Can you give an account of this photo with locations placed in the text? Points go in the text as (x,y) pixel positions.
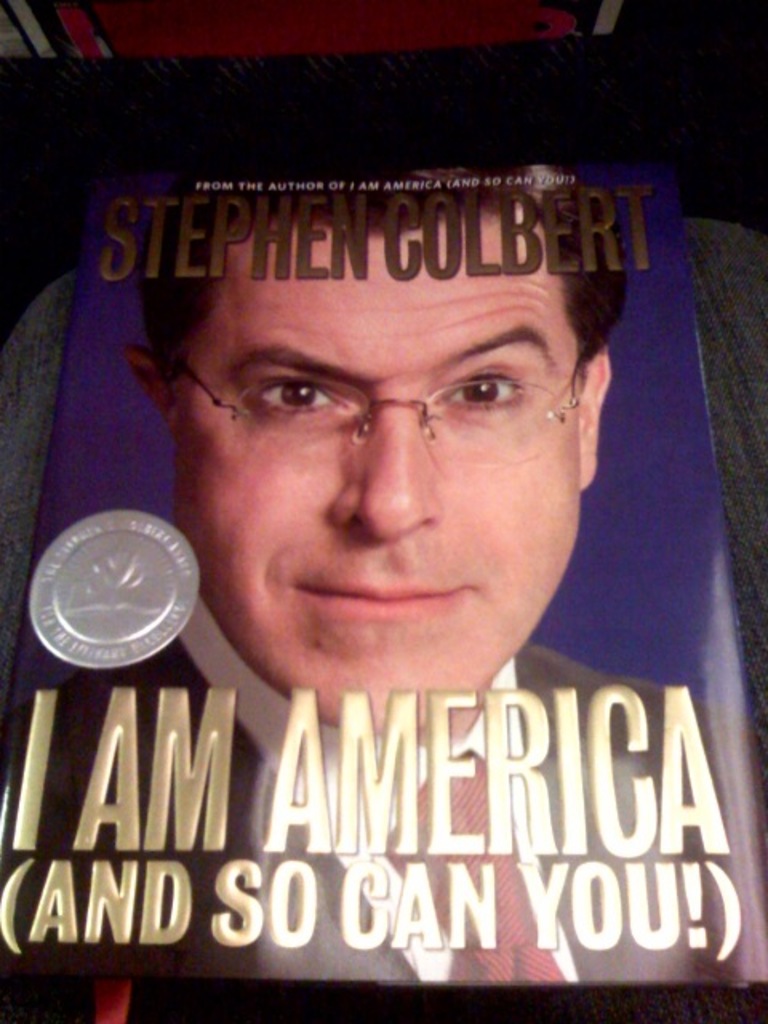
There is a book (472,471) with an image (435,545) of a person (370,544) wearing specs (357,441). And something is written on the book (346,834). And the book (273,679) is on a surface (731,299).
